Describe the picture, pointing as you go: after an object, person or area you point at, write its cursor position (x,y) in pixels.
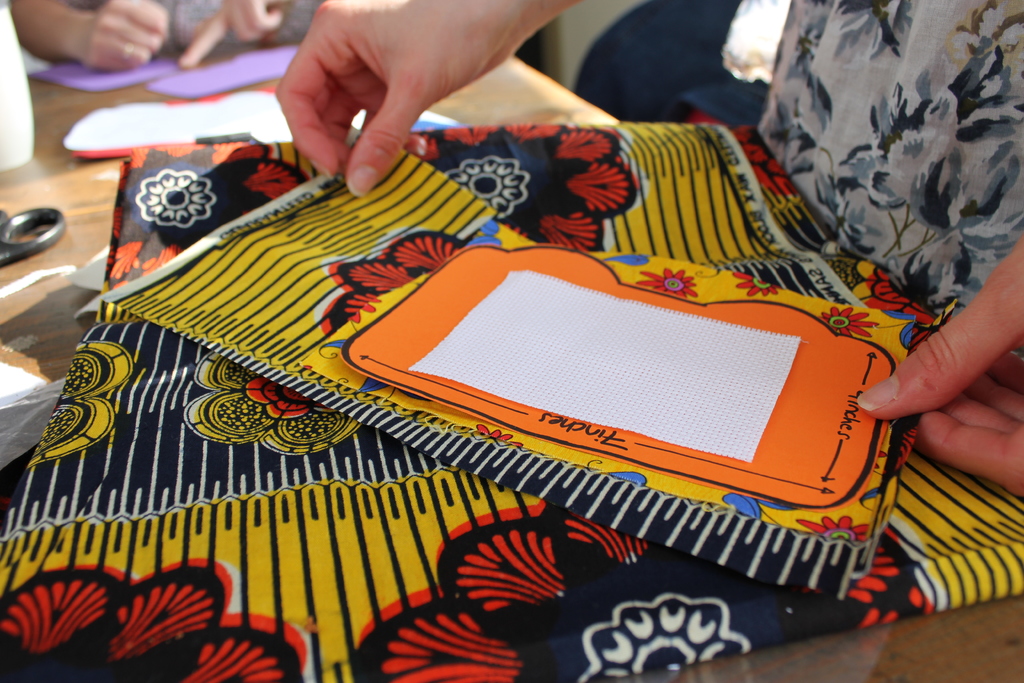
In this image there is a cloth (238,426) in the middle (345,281). On the right side (829,86) there is a person (415,76) holding the cloth (571,396) with the hands (389,75). The cloth (188,226) is on the table (50,264). On the table (93,220) there is a scissor (41,209) and papers (130,106) on it. On the left side (102,25) top there is a person (137,26) who is drawing on the paper (130,71).
